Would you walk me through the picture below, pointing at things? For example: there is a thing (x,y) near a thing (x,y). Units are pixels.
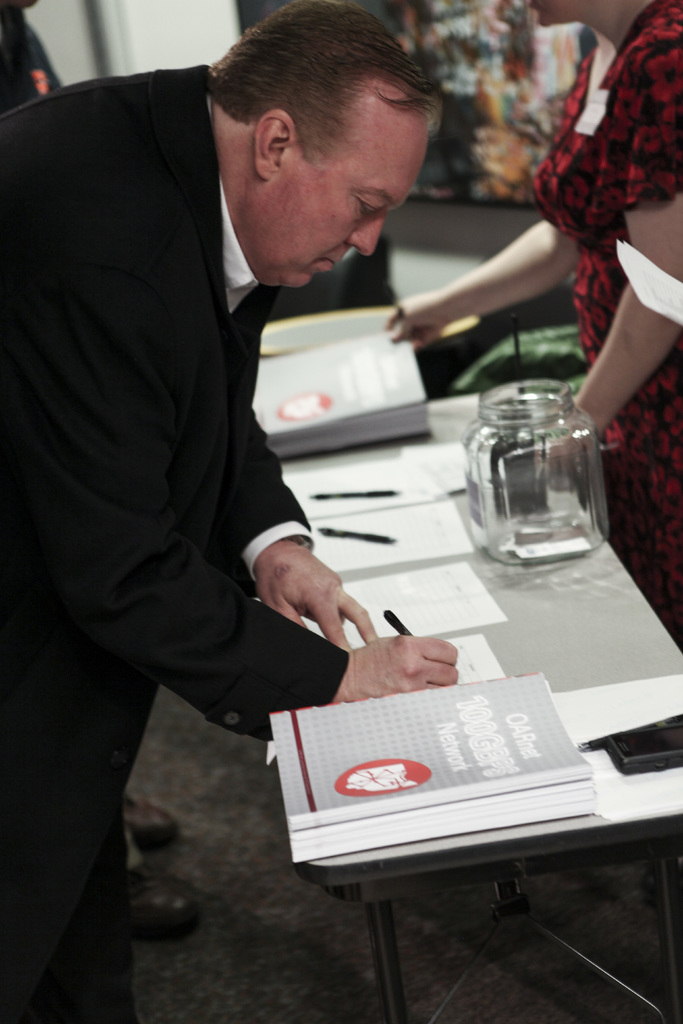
These two persons (578,8) are standing. This person (340,601) holding pen (404,629). There is a table (594,651). On the table (591,617) we can see jar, book (343,415), paper (472,647), pen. On the background (210,53) we can see wall (104,44), frame (480,100). This is floor (246,962).
